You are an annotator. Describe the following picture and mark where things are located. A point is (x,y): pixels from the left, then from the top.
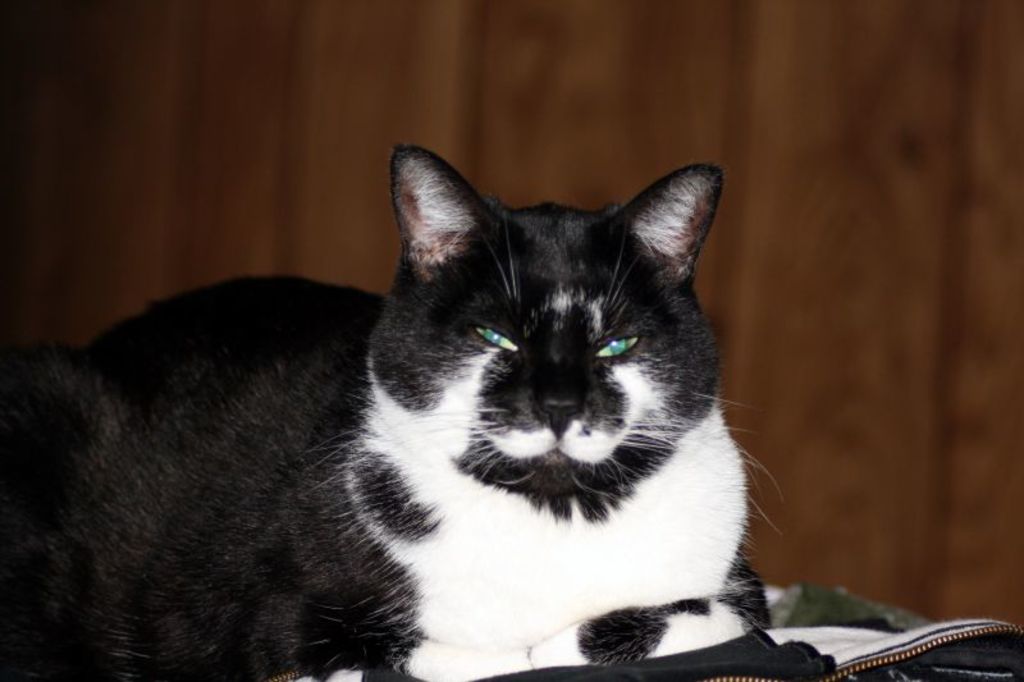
In the front of the image (421,390) there is a cat (511,471) and an object (778,635). In the background of the image (814,259) it is blurry.
